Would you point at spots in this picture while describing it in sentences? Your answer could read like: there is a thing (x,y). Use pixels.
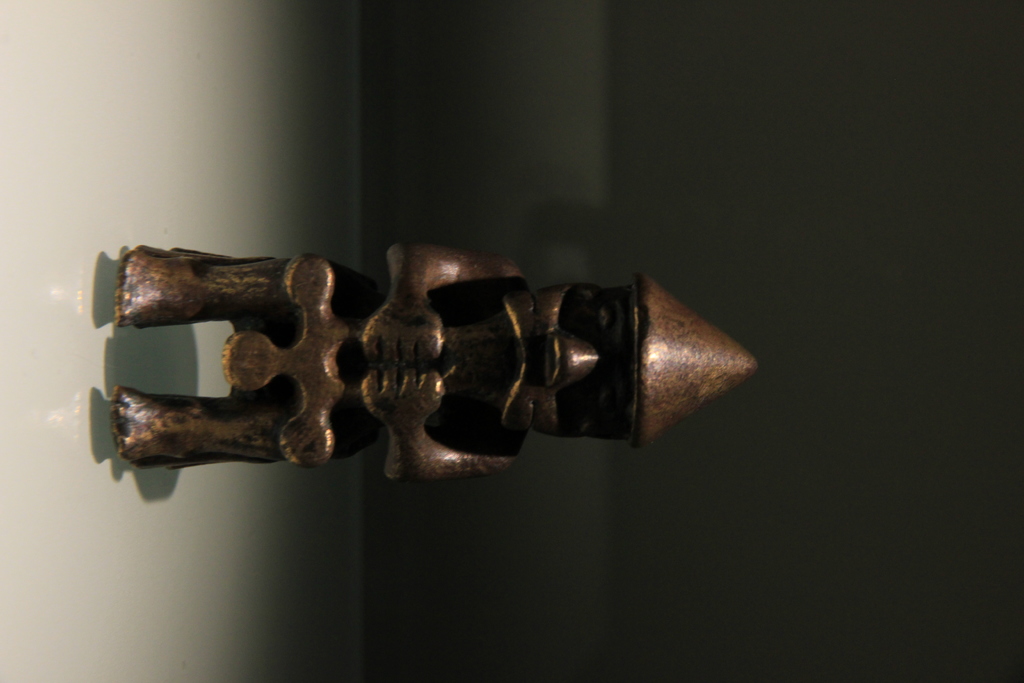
In this image there is a metal statue (368,379).
